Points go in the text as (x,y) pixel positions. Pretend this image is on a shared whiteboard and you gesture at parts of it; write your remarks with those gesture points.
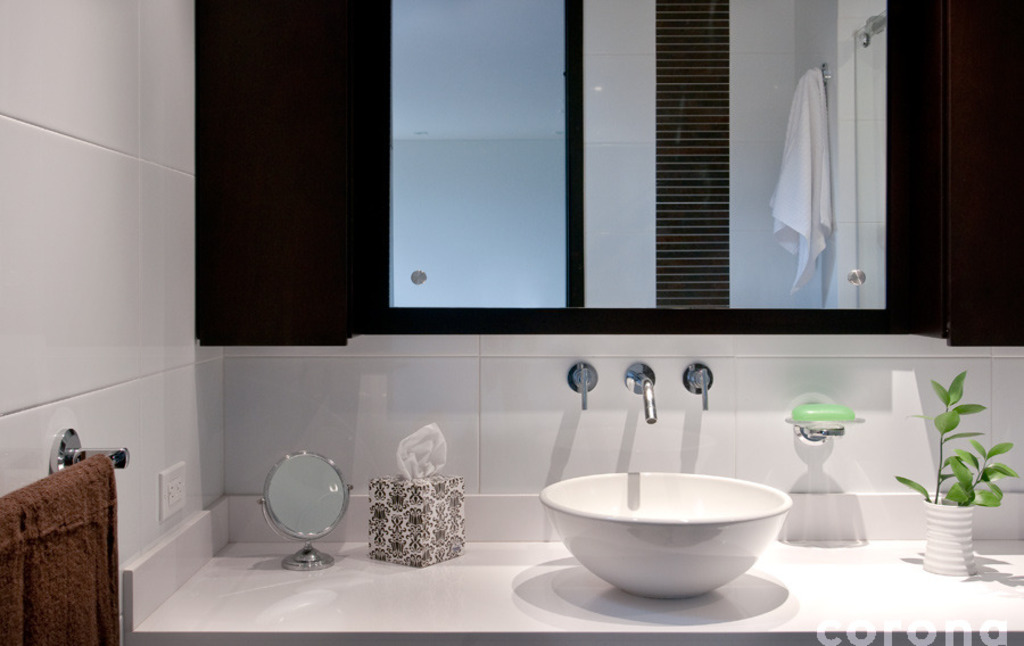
In this image I can see mirrors (661,212), towels (13,583), tissue box (458,492), white colour sink (562,514) green, colour soap (839,417), water tap (656,419) and a plant (960,474) in white colour pot (964,522). I can also see watermark (949,632) over here.
